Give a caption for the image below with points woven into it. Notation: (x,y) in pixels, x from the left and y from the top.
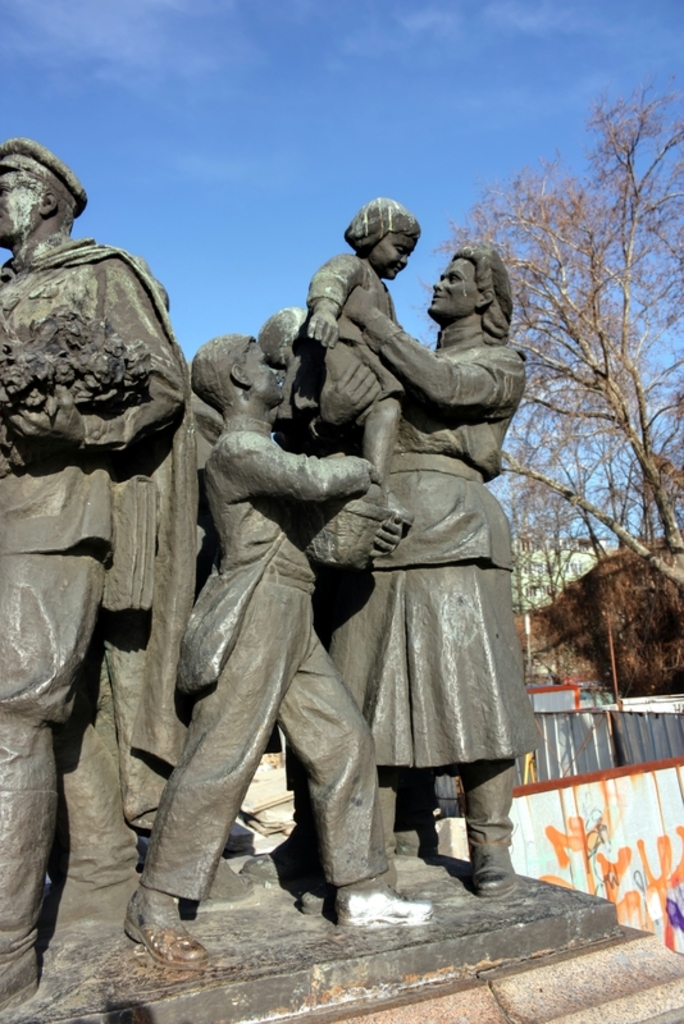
In this image I can see few statues (484,531), they are in gray color. Background (586,272) I can see few dried trees (593,261) and sky (290,161) in blue color.
